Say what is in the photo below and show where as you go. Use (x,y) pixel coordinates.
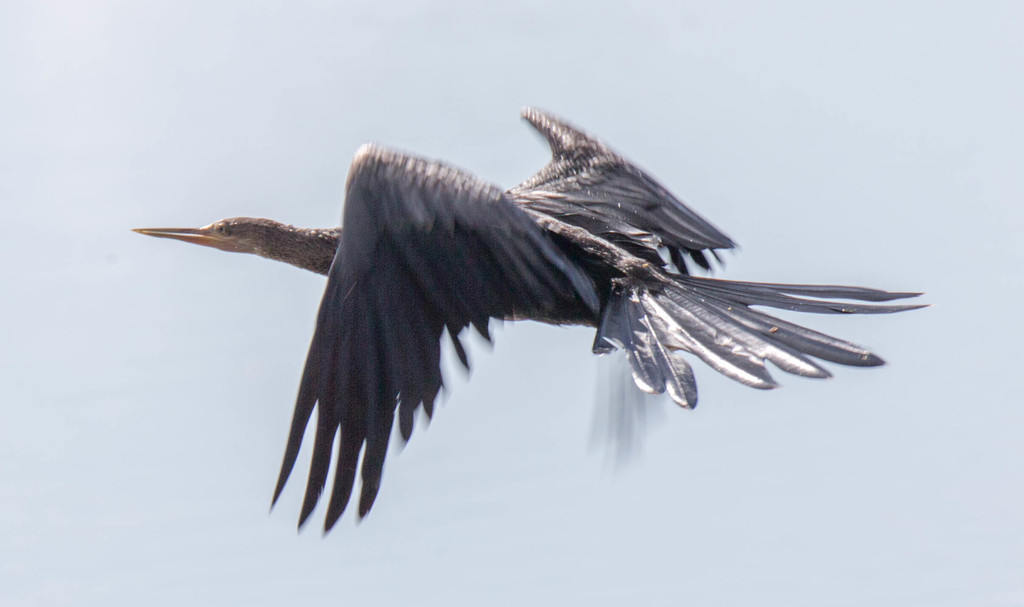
In the center of the image (551,236) we can see a bird (506,303) flying.
